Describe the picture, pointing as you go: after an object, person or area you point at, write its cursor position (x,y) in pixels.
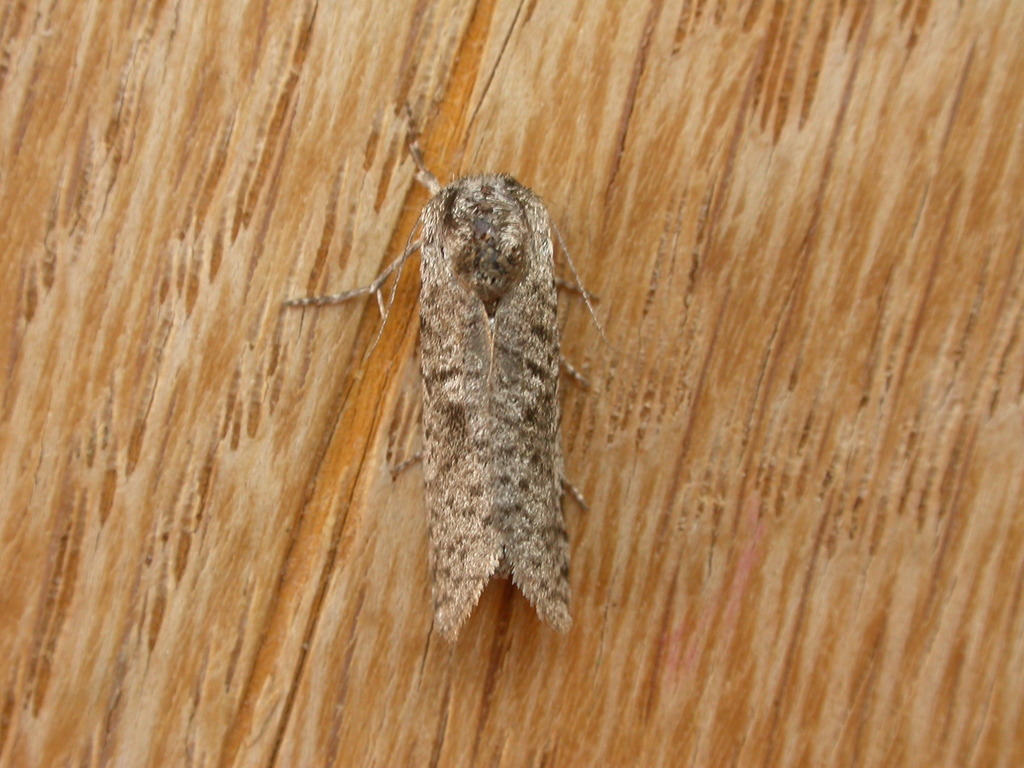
There is an insect (534,365) in the center of the image (439,368) on a wooden surface (379,484).
